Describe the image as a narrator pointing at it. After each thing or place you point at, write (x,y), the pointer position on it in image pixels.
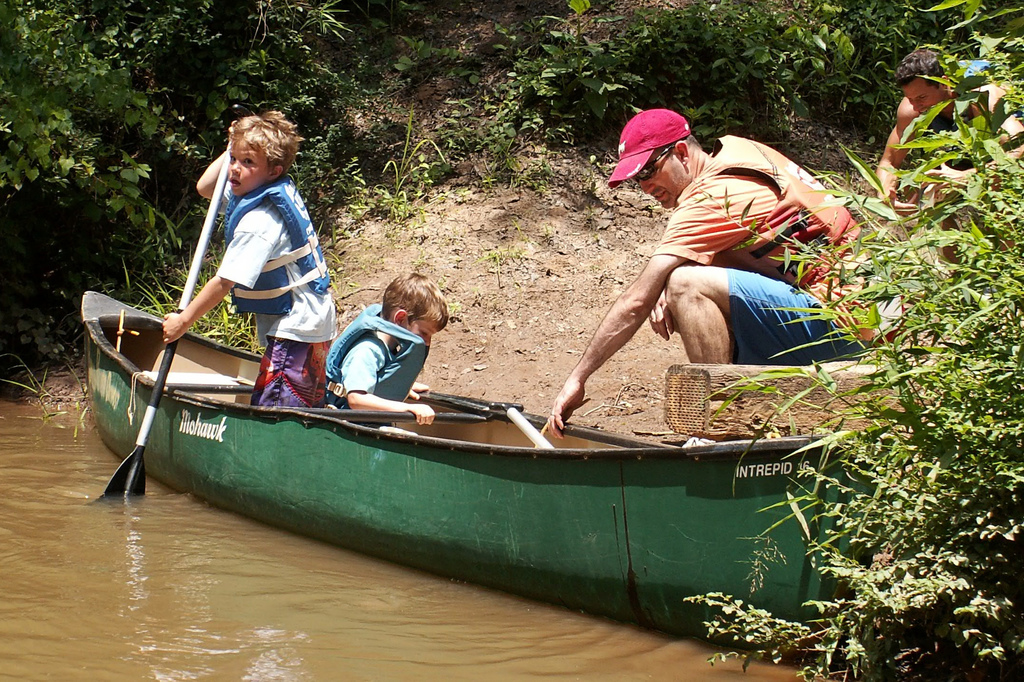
In this image there are people (425,405) sitting on the boat (541,467). At the bottom of the image (265,620) there is water (265,614). In the background of the image (345,17) there are trees (805,112).
